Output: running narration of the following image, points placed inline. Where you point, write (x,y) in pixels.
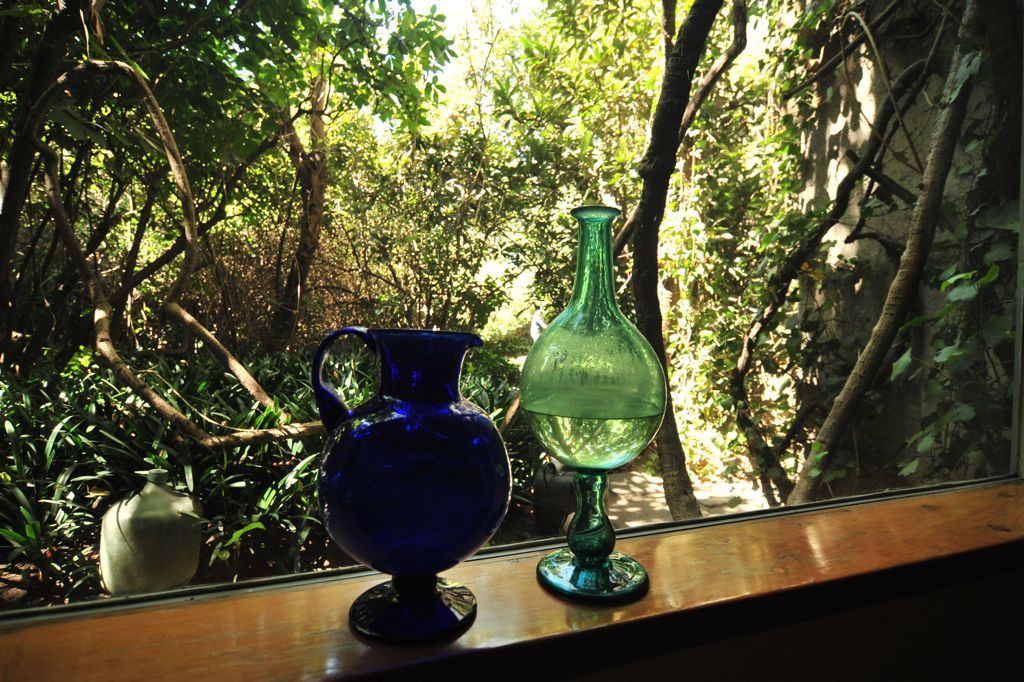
In this image in the front (445,446) there are pots (449,454). In the background (557,179) there are trees (757,215).
